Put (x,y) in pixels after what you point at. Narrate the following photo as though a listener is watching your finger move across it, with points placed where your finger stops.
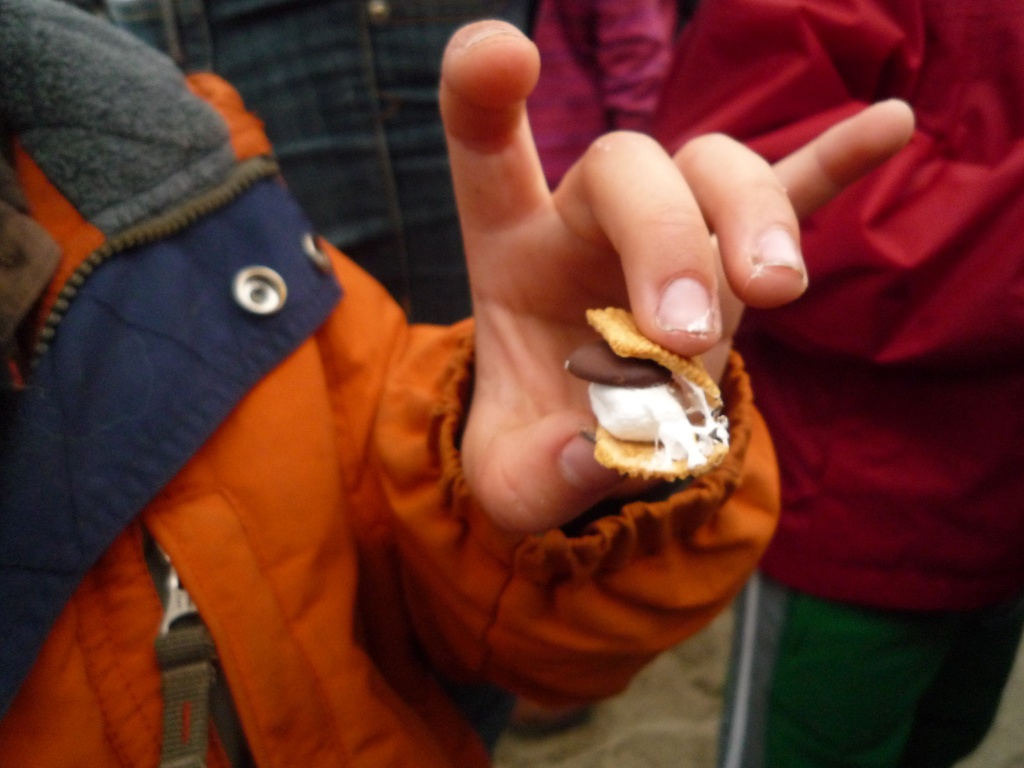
In the image I can see a person hand (769,234) in which there is some food item (615,409) and to the side there are some other people (594,22).
